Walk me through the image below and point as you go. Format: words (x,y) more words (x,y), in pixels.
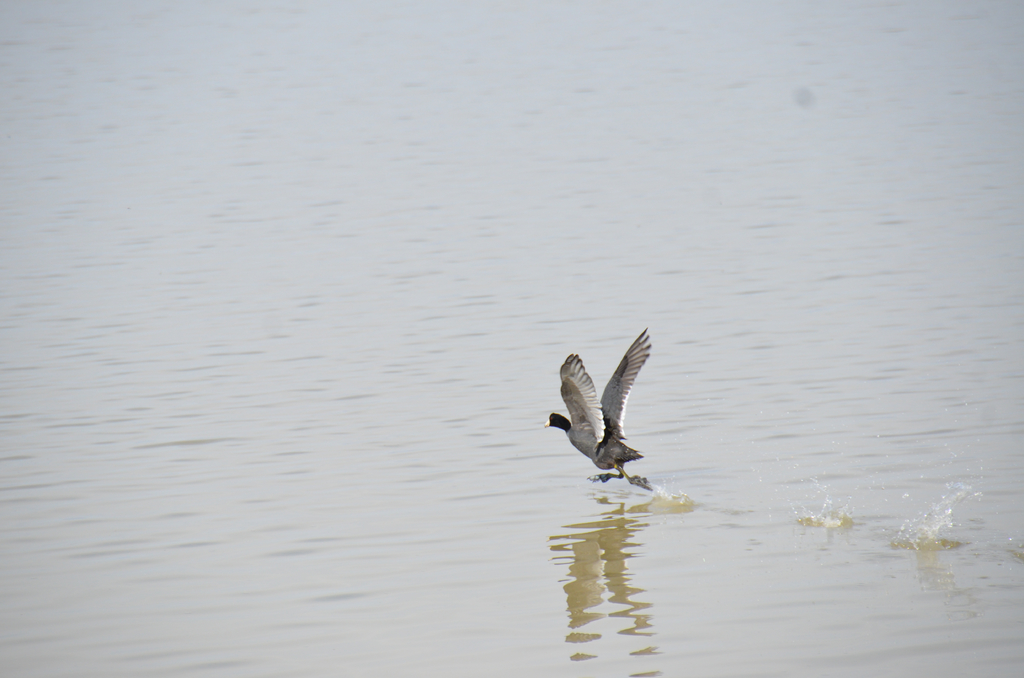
This image consists of a bird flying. At the bottom (390,577), there is water (254,614).
